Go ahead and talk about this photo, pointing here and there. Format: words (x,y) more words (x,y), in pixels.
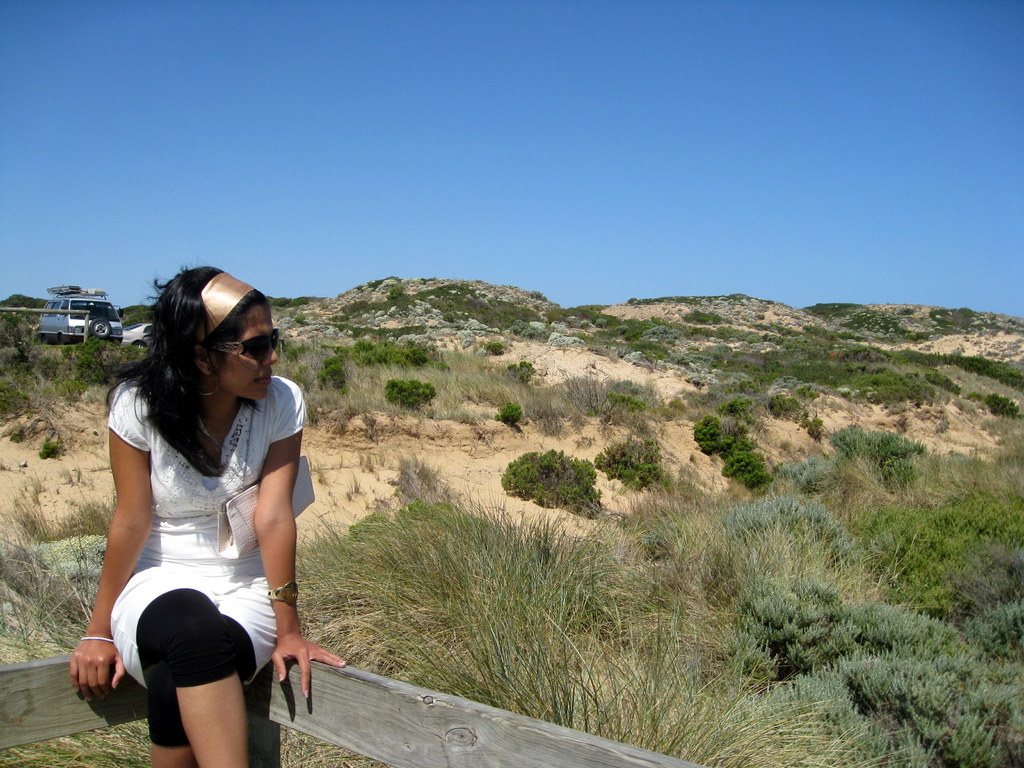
In the picture we can see a women (215,418) wearing hair belt (219,304), goggle (249,342), white dress (195,519), black pant (180,624) and sitting on wooden seat (77,705). Behind her grass (404,545), sand (358,455), vehicle (102,298) are there. The sky (409,144) is in blue color.
